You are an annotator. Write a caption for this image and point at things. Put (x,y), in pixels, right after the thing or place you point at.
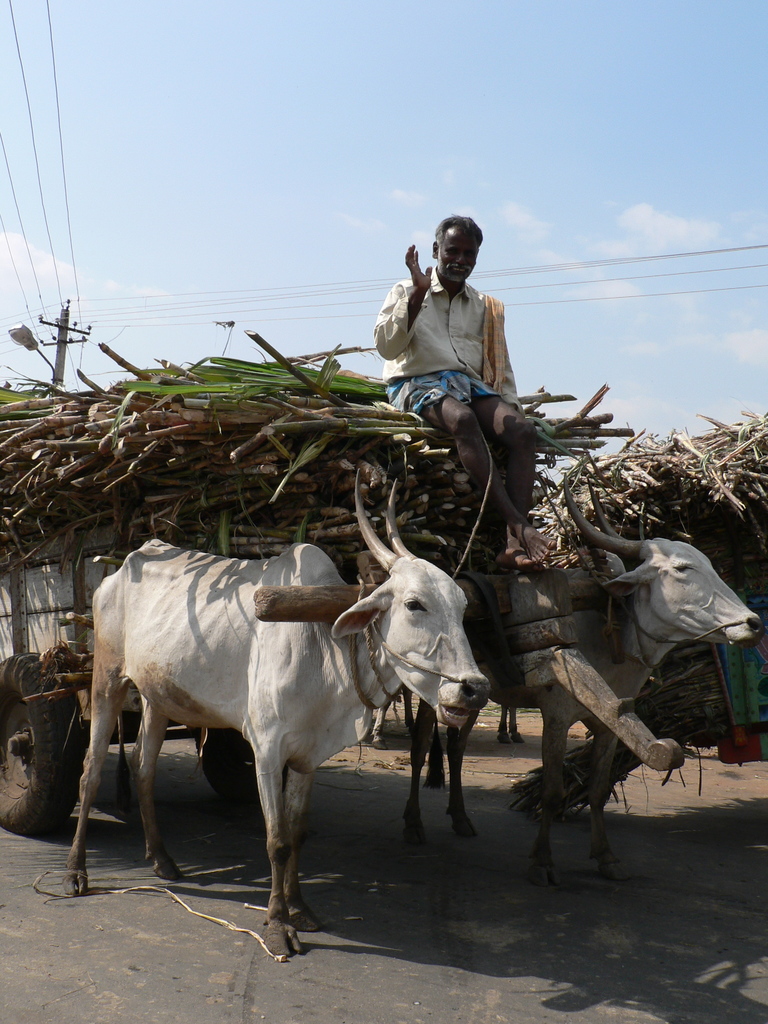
In this image we can see a person (444,367) sitting on group of sugar canes (213,534) placed in a bull cart (234,791). In the background (721,493), we can see a vehicle (744,677) with some sugar cane (700,504), pole (51,345) with light (22,337), a group of cable (61,281) and the sky (638,229).
